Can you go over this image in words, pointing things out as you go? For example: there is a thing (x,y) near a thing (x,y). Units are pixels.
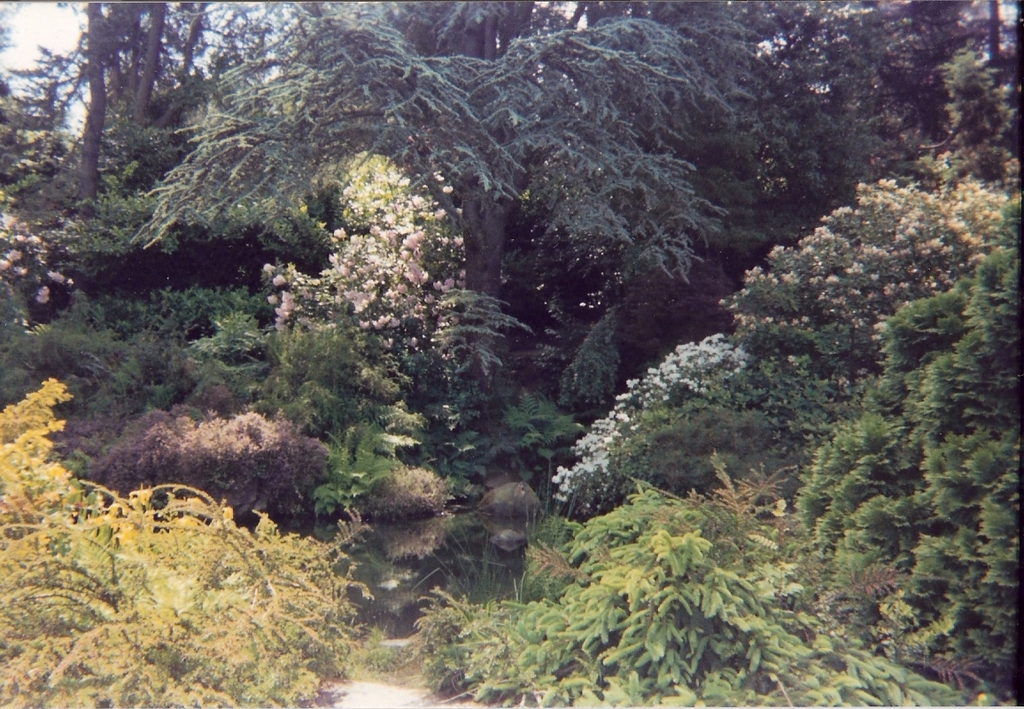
In this image we can see a few trees (493,331), flowers (459,242) and water (447,574), in the background (69,120), we can see the sky (69,120).
